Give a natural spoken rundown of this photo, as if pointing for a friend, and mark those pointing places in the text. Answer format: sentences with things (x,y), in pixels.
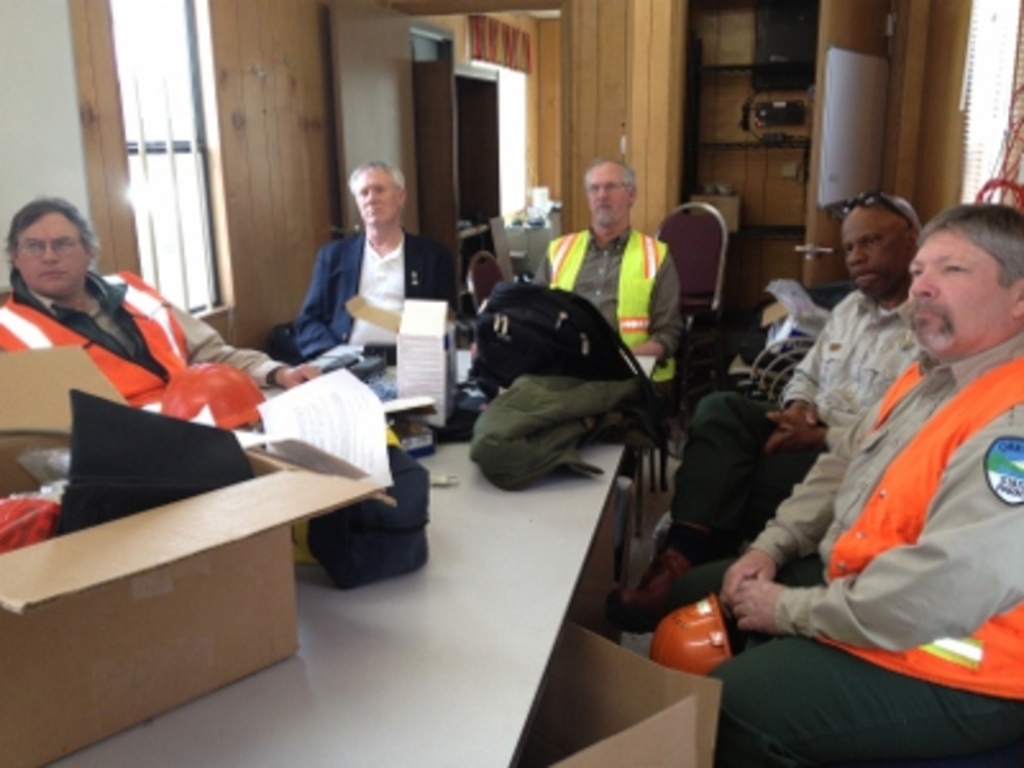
In the image there are few people (693,427), bags (539,443), papers (346,407) and in the background (307,92) there is a wooden wall (226,116), window (200,84) and a door (450,146).
